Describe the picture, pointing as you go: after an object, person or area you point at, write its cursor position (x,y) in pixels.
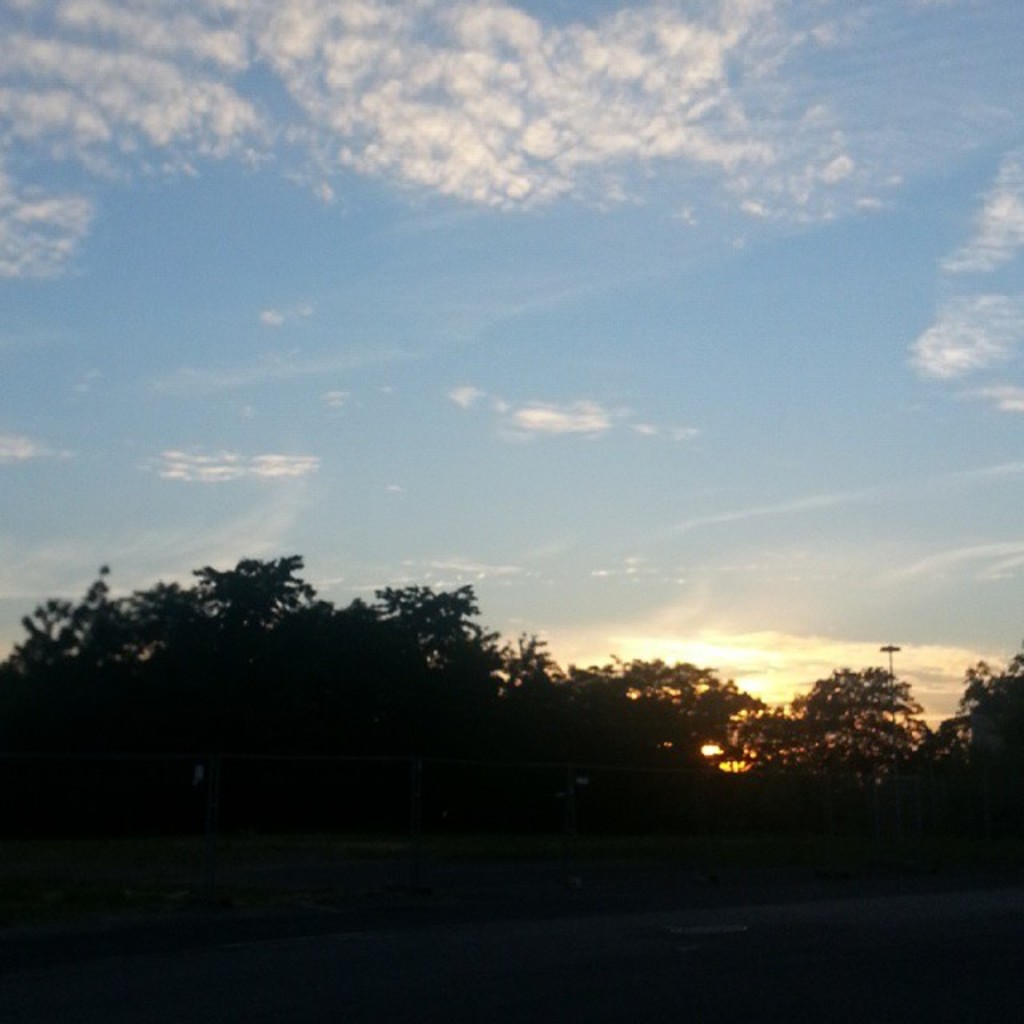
In this picture we can observe some trees (766,802). In the background (735,281) there is a sky (382,195) with some clouds (457,173).
